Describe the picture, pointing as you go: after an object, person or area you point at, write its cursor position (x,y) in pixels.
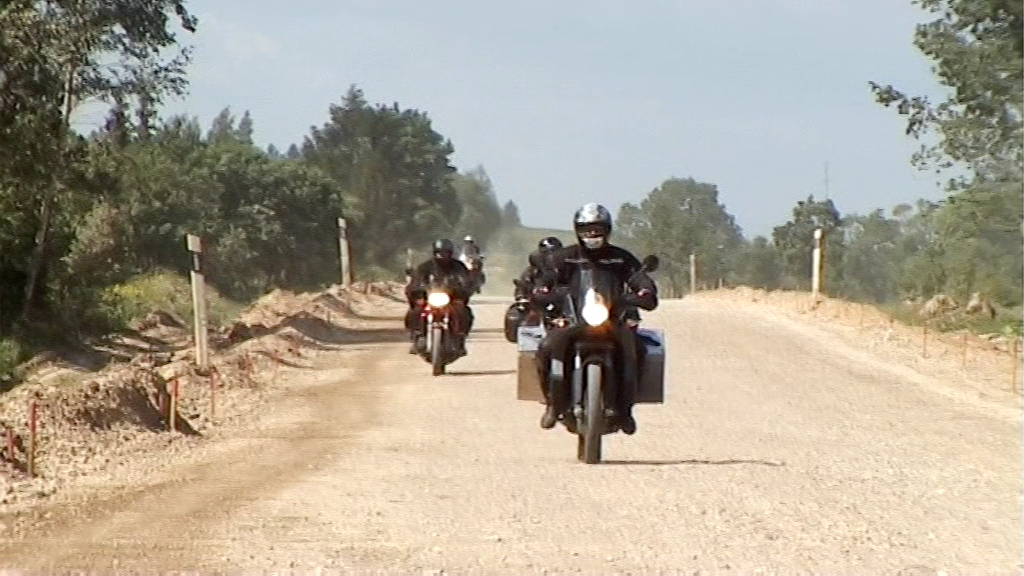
This image is taken in outskirts (821,203). At the background (294,41) there is a sky (590,45) with clouds (302,38). There are many trees (223,230) in both sides of the image. In the middle of the image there is a road (755,490). In the middle of the image (573,319) person (583,259) is travelling in a bike (597,292) with the trunk (526,384). This man (570,251) is wearing a helmet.
